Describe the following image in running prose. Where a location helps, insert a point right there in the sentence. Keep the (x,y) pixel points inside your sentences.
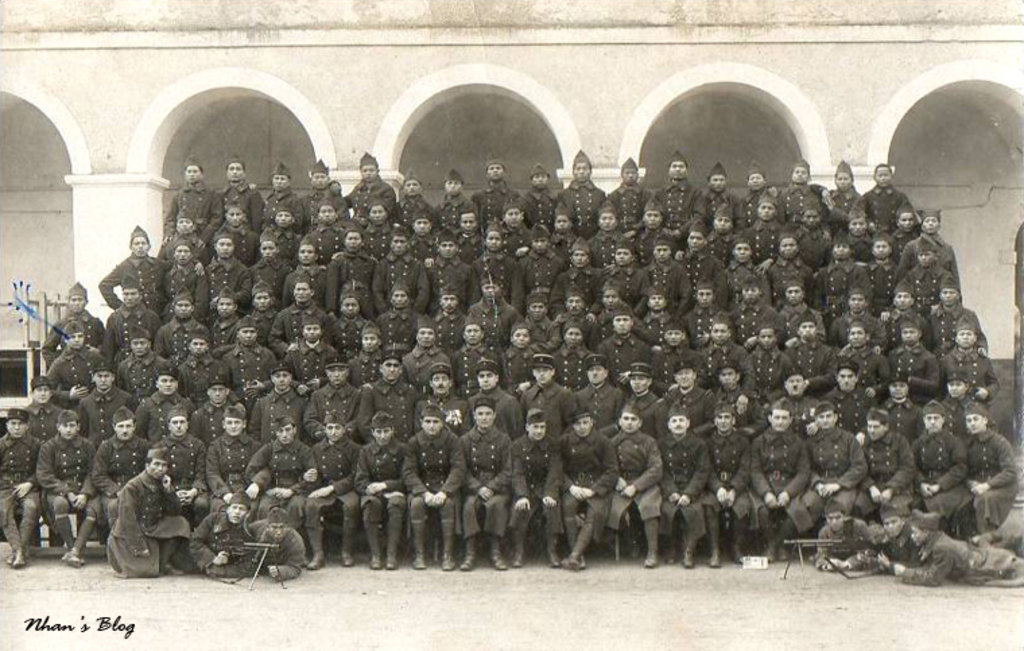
Here in this picture we can see a number of people (221,318) standing and sitting over a place (138,603) and we can also see some people (238,529) laying on the ground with guns (266,543) in front of them and we can see all of them are wearing similar dress (888,206) on them with caps (927,404) and behind them we can see a building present over there.
